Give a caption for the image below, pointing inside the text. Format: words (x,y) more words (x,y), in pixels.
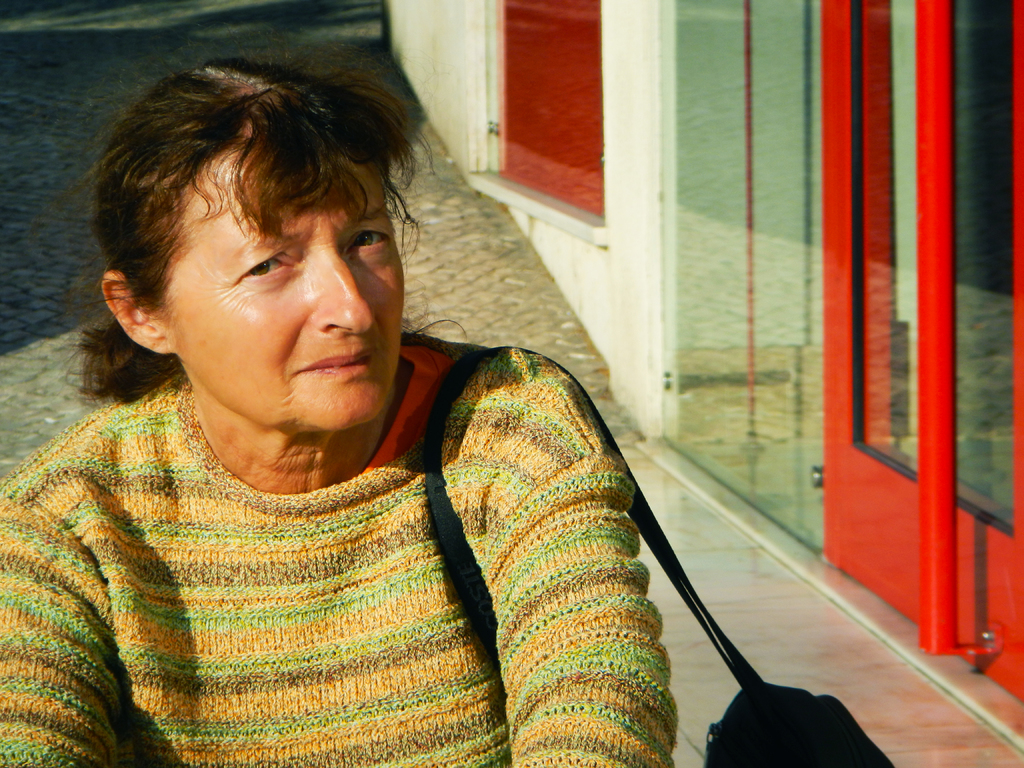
In the picture I can see a woman (147,491) who is carrying a bag (466,592). In the background (713,257) I can see some objects (727,245).
